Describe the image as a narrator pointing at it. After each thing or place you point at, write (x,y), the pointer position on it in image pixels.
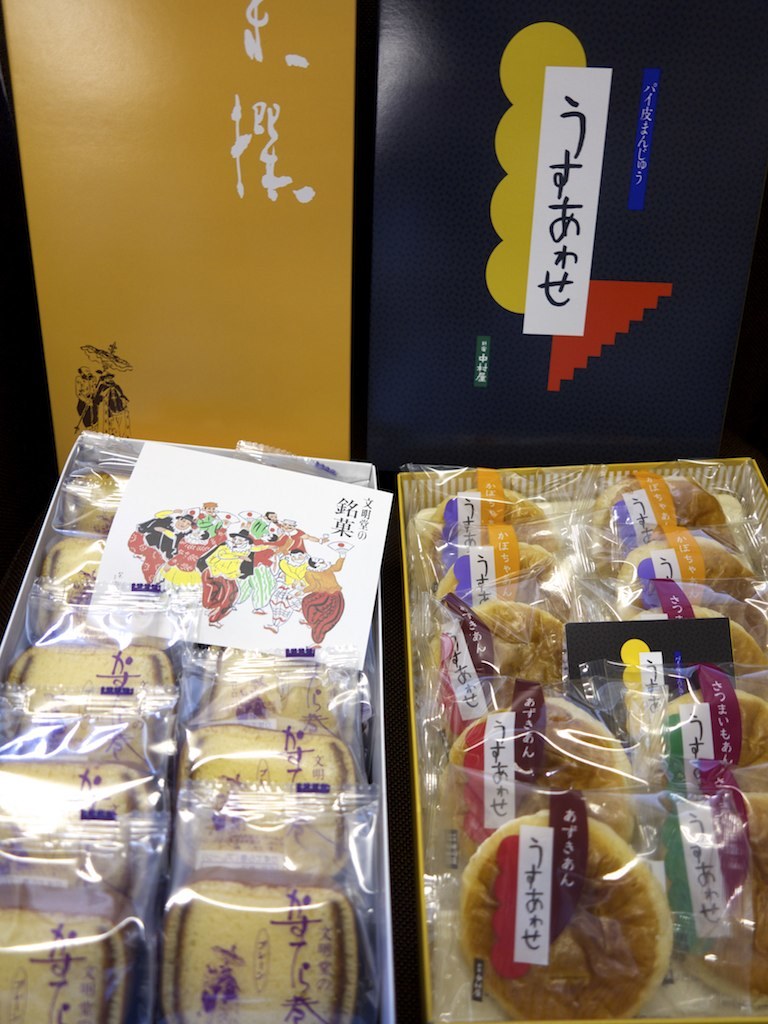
In this image at the bottom (148,768) there are some boxes (656,789), in the boxes (186,776) we could see some breads (584,925) and buns (463,677). And also there are some papers (237,599) in the boxes (430,660), in the background (319,57) there are some boards (494,60).
